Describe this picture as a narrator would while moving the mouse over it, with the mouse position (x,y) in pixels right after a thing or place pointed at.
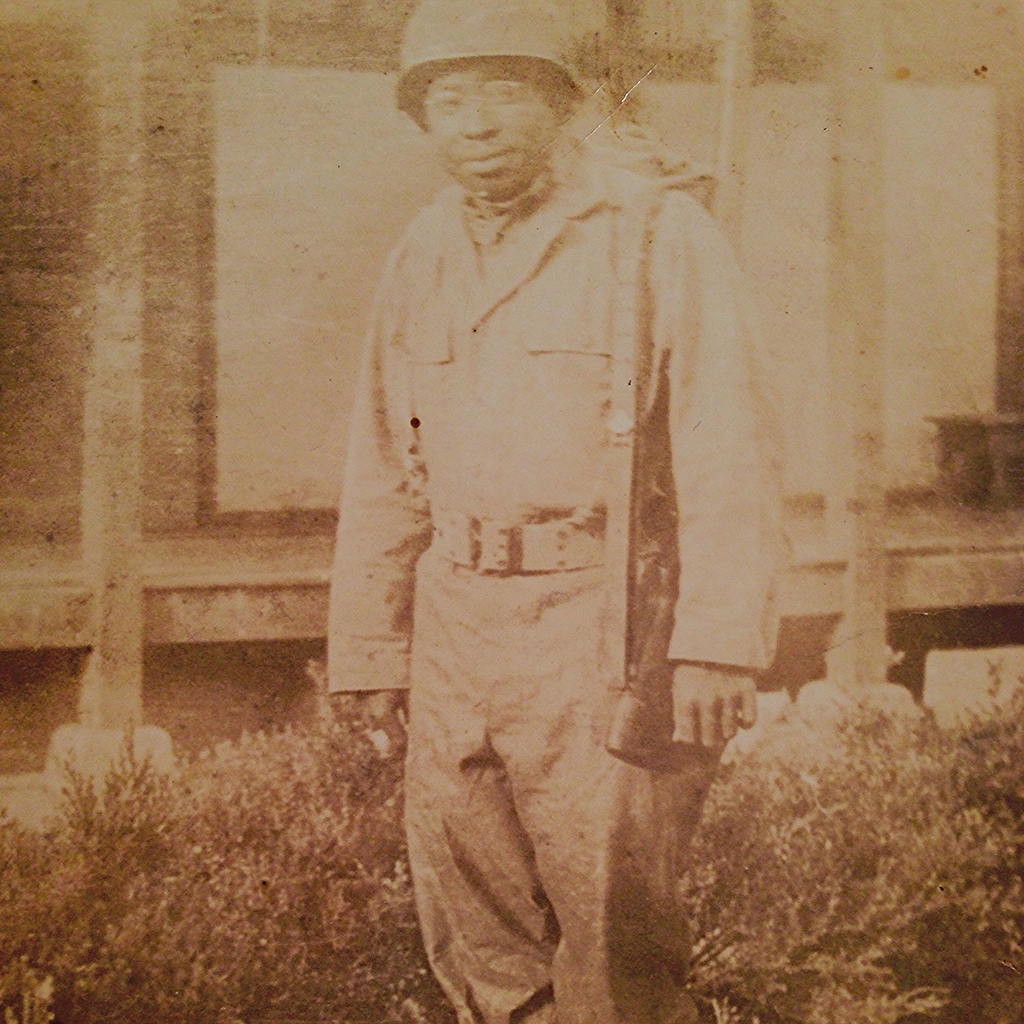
In this image, we can see a person (458,648) standing and wearing a helmet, belt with weapon (663,515). At the bottom of the image (770,1013), there are plants (921,899). In the background (130,425), there are poles (96,478), wall (149,436), table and few objects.
